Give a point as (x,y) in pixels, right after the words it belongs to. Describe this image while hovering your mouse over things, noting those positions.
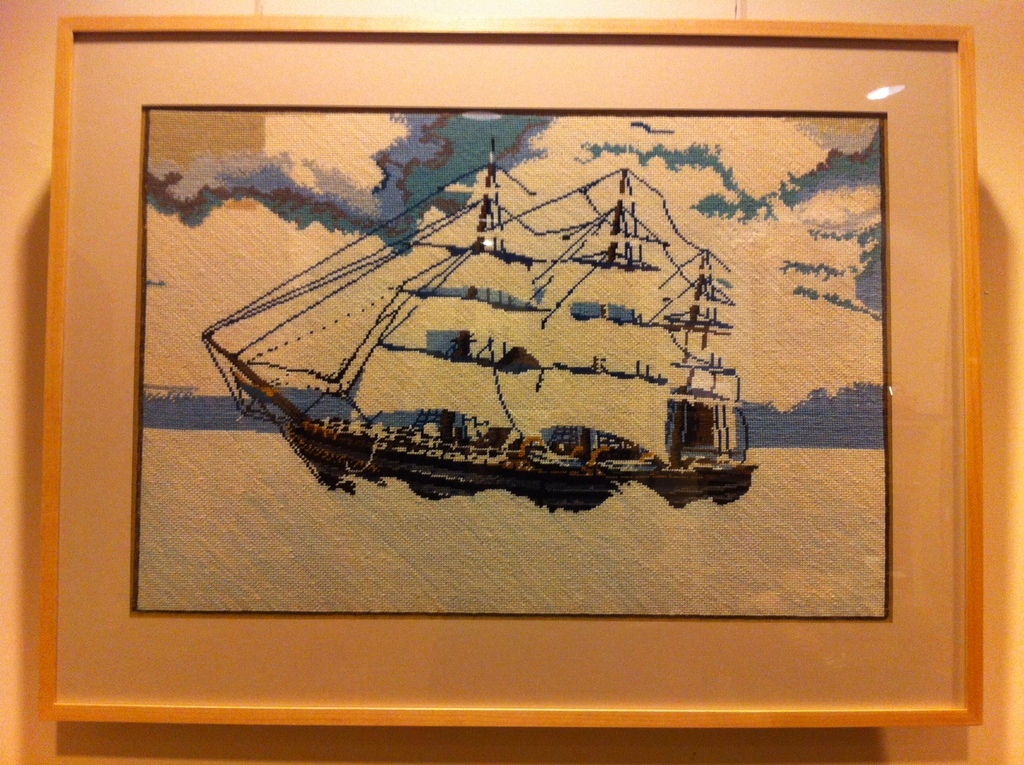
In this image there is an art (577,397) which is kept in the frame (62,275). The frame (64,257) is attached to the wall (12,119). In the art (542,408) we can see there is a ship (430,437) which is in the water (318,509).
